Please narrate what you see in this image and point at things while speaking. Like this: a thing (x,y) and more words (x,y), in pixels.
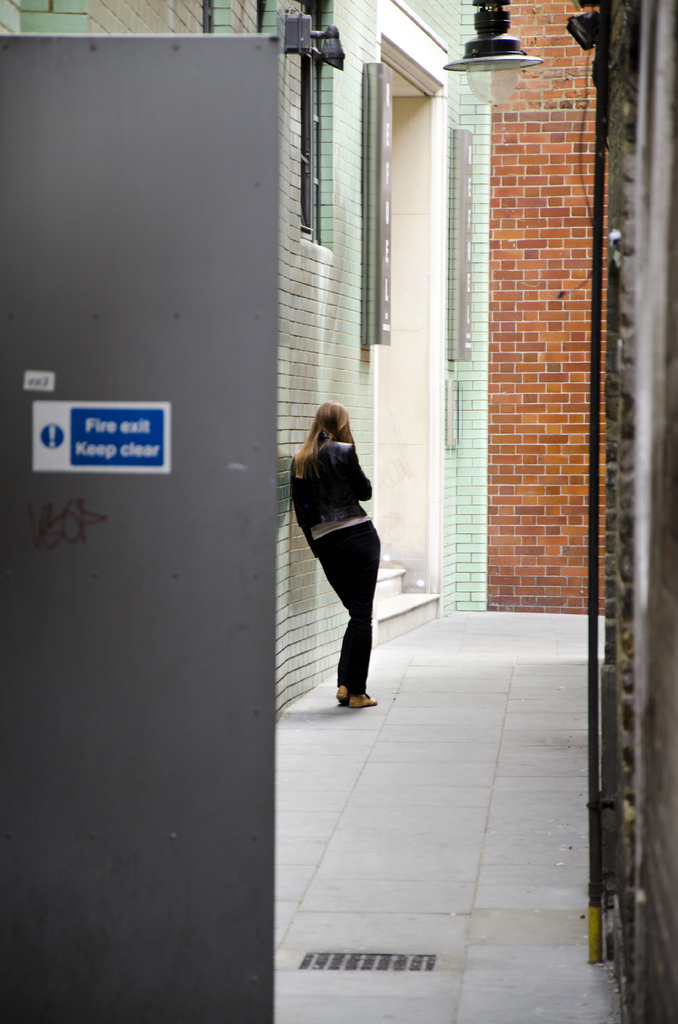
Here in this picture we can see a woman (301,461) standing on the ground (328,697) and leaning on the building wall (314,582) present over there and on the left side (183,479) we can see a door (145,173) present and we can also see windows (307,169) and light post (515,41) present over there.
